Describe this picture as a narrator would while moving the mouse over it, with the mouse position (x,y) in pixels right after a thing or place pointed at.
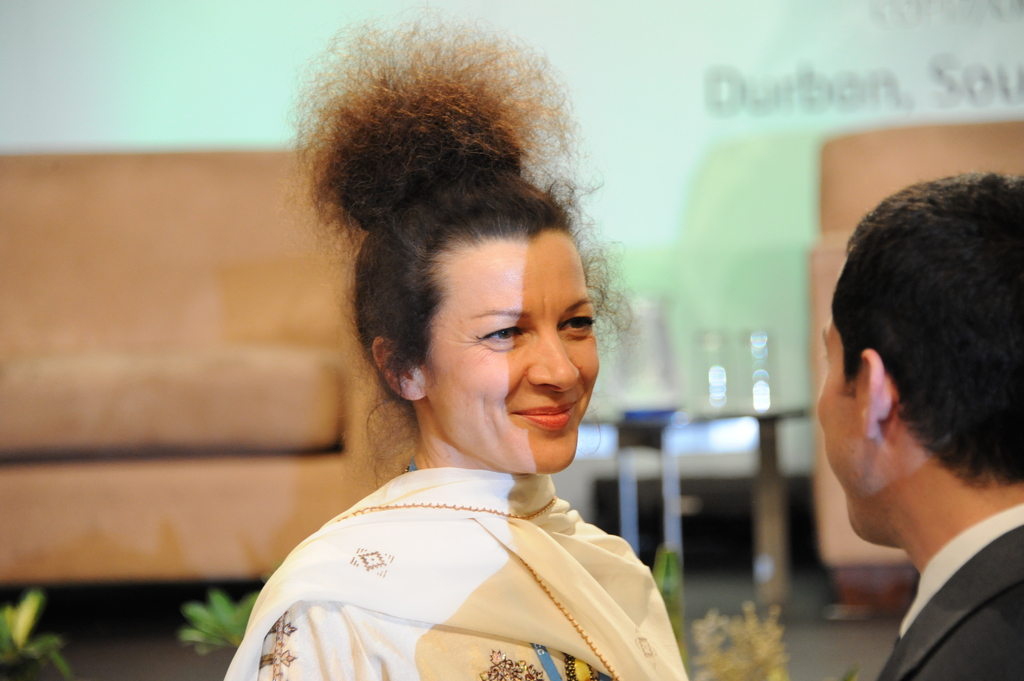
There are two people (964,553) and she is smiling. In the background (603,22) it is blurry and we can see sofas (85,206), plants (756,637) and it is green color.
